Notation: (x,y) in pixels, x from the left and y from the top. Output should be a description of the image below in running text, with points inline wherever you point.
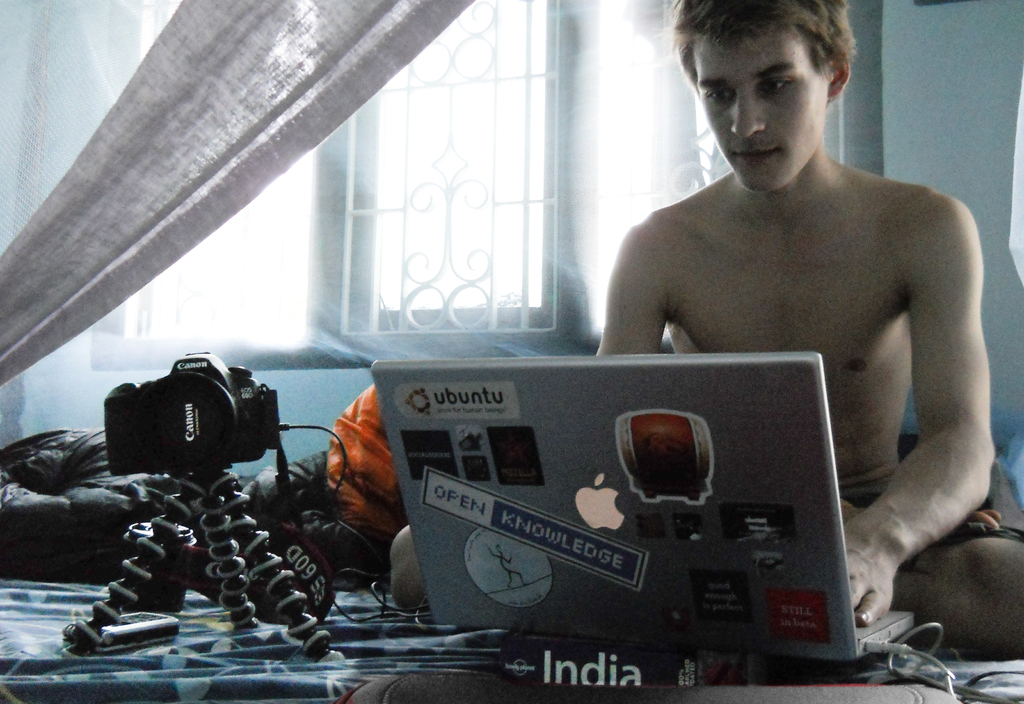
In this picture I can see a half naked guy (816,237) who is sitting on a bed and I see a laptop (595,458) in front of him and beside to him I see a camera (140,405) on the tripod (151,551) and I see few wires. In the background (10,186) I see the cloth (116,134) and the windows (506,141). I can also see something is written on the laptop (605,474) and I see a logo (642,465).
